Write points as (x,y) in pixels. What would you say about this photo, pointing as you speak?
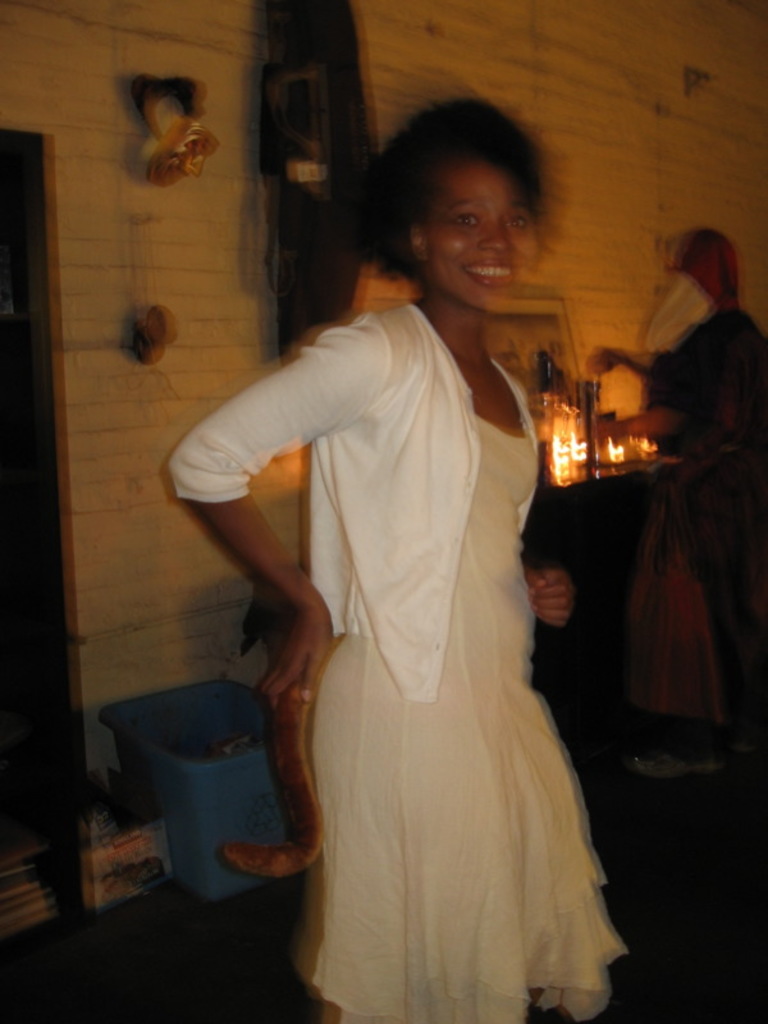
In this image there is a woman (425,504) standing in the middle of room (637,1003), behind her there is a wall (69,361) with some things (498,326), dustbin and some other things (581,440).
